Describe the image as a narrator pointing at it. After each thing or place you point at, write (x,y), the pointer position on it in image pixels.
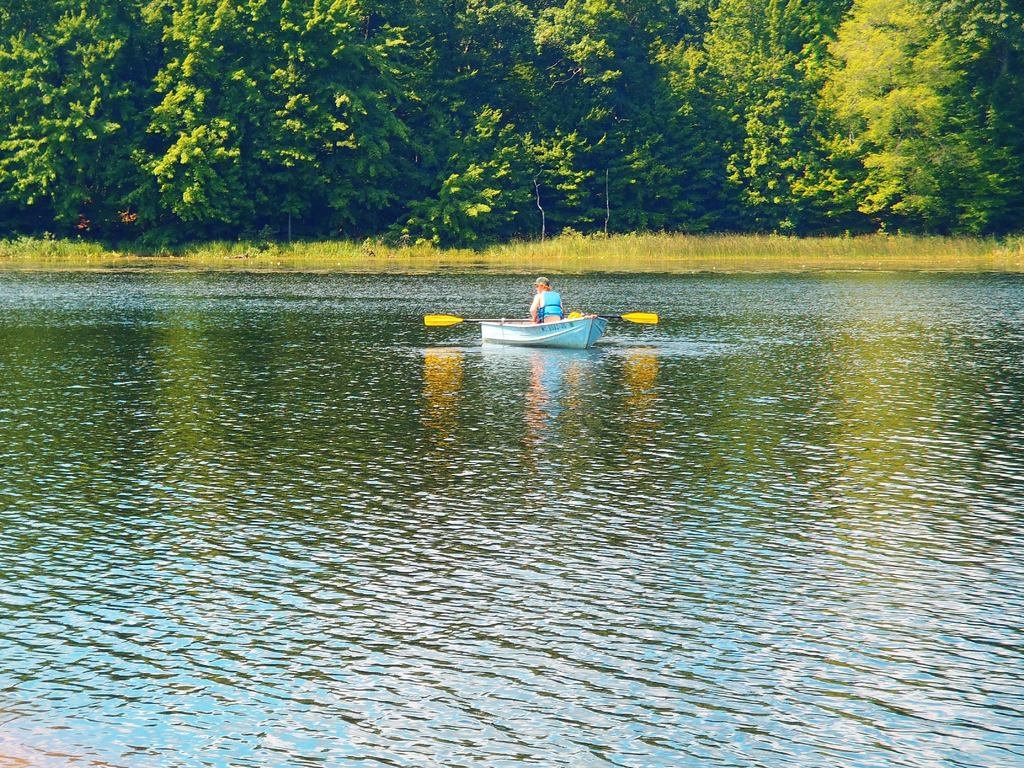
In the center of the image (544,327), we can see a person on the boat (529,323) and in the background (370,134), there are trees (386,180). At the bottom (359,583), there is water (185,672).
